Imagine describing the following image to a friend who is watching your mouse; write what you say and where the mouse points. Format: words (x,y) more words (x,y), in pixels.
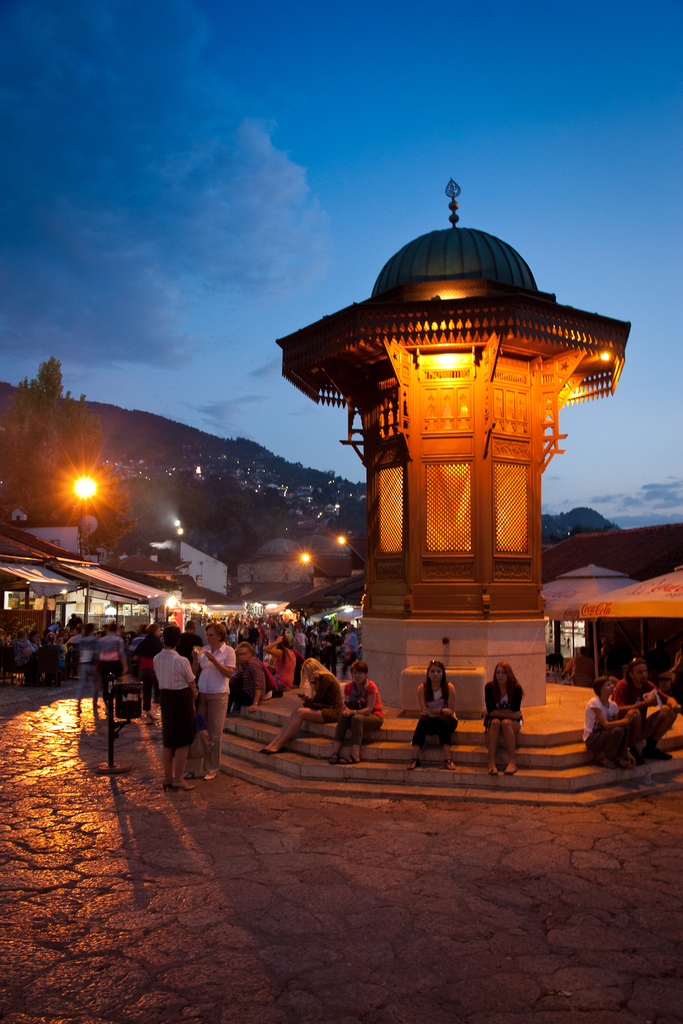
In this picture I can see a tower (441,538) and few houses (253,596) and I can see few people (455,710) are seated and few (186,646) are standing and I can see pole lights (81,498) and few trees (62,430) and I can see hill (184,438) and a blue cloudy sky (525,217).
